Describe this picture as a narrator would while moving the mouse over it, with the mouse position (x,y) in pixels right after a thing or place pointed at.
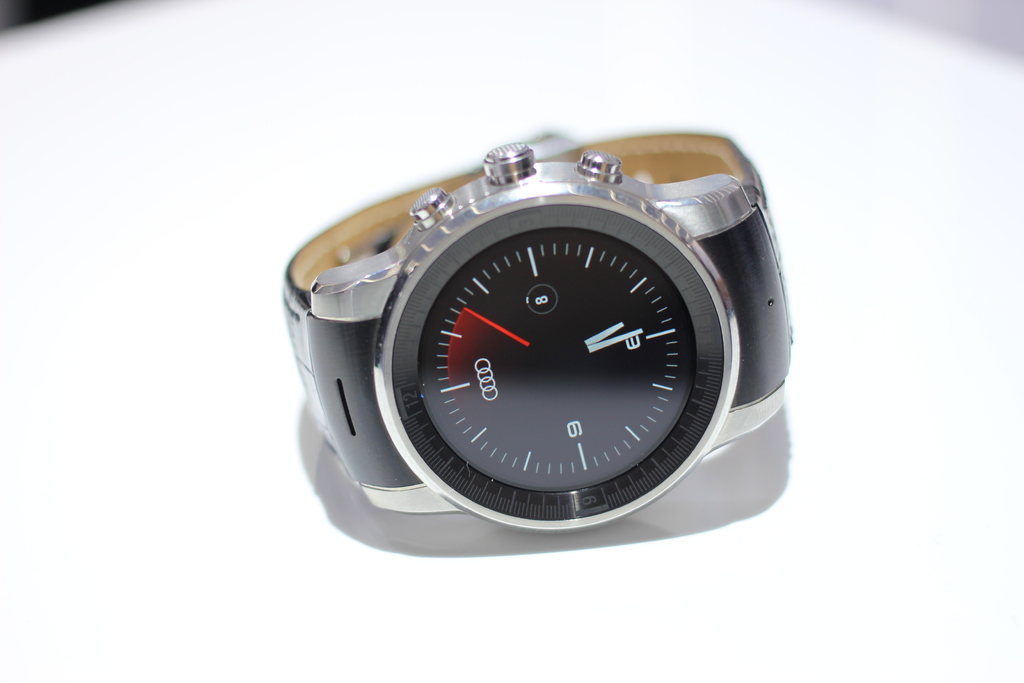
In the center of the picture (490,233) there is a watch (323,411). The watch (339,297) is on a white surface (414,136).
